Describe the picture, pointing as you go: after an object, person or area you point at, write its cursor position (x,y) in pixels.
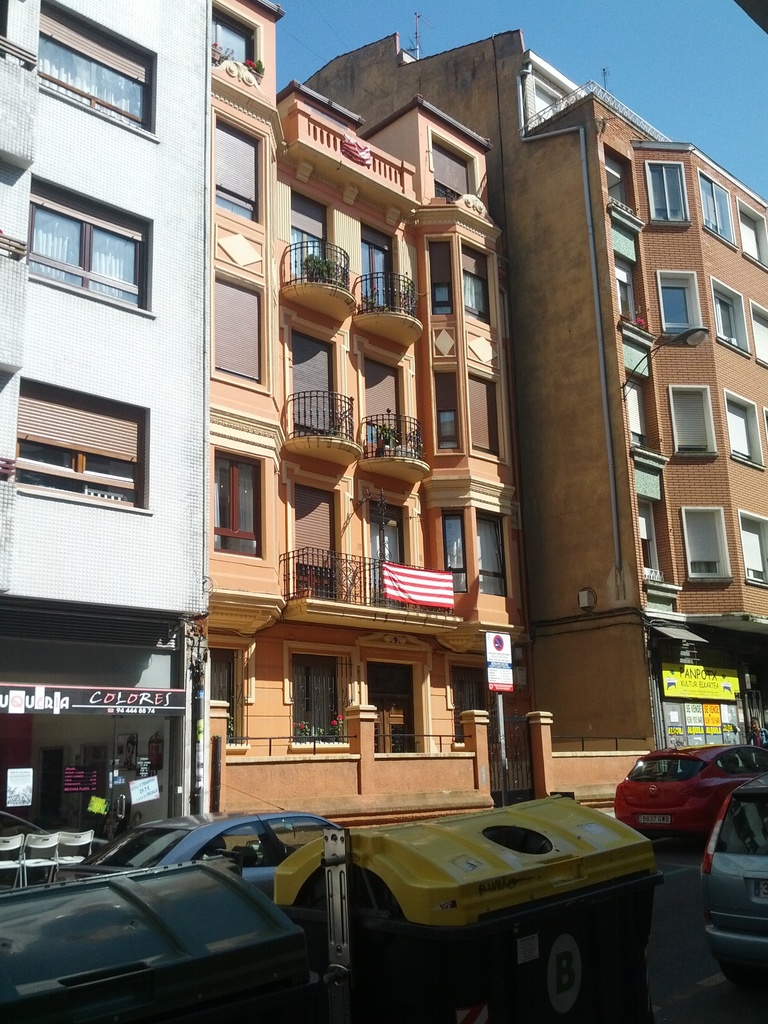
In this image I can see the vehicles (269,878) on the road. In the background (148,562) I can see the buildings (119,732) with windows (120,493) and railing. I can see the boards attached to the buildings (442,695). In the background (373,15) I can see the blue sky (433,39).
